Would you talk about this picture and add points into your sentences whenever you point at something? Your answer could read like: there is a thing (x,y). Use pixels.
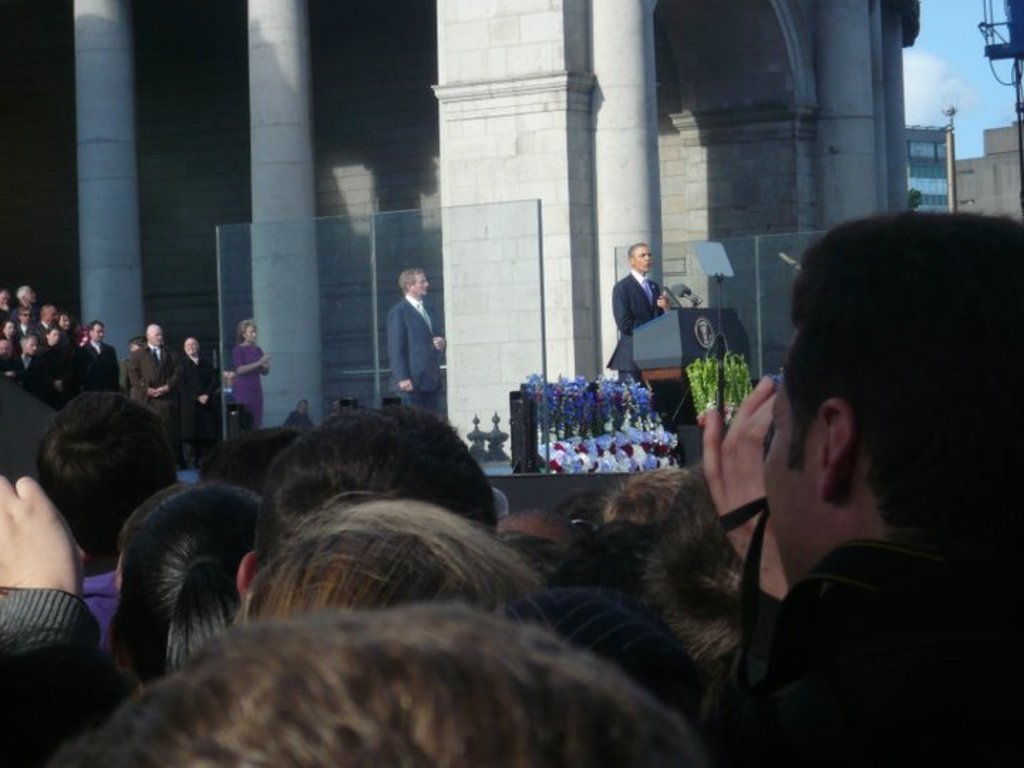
In this image I can see few standing. In-front of these people (306,444) I can see few more people (398,340) wearing different color dresses (43,344). And I can see one person (641,277) is standing in-front of the podium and the person (617,308) is wearing the blazer (634,299). In the back (441,122) I can see the building (577,124). To the side I can see the clouds (919,83) and the blue sky (968,76).
